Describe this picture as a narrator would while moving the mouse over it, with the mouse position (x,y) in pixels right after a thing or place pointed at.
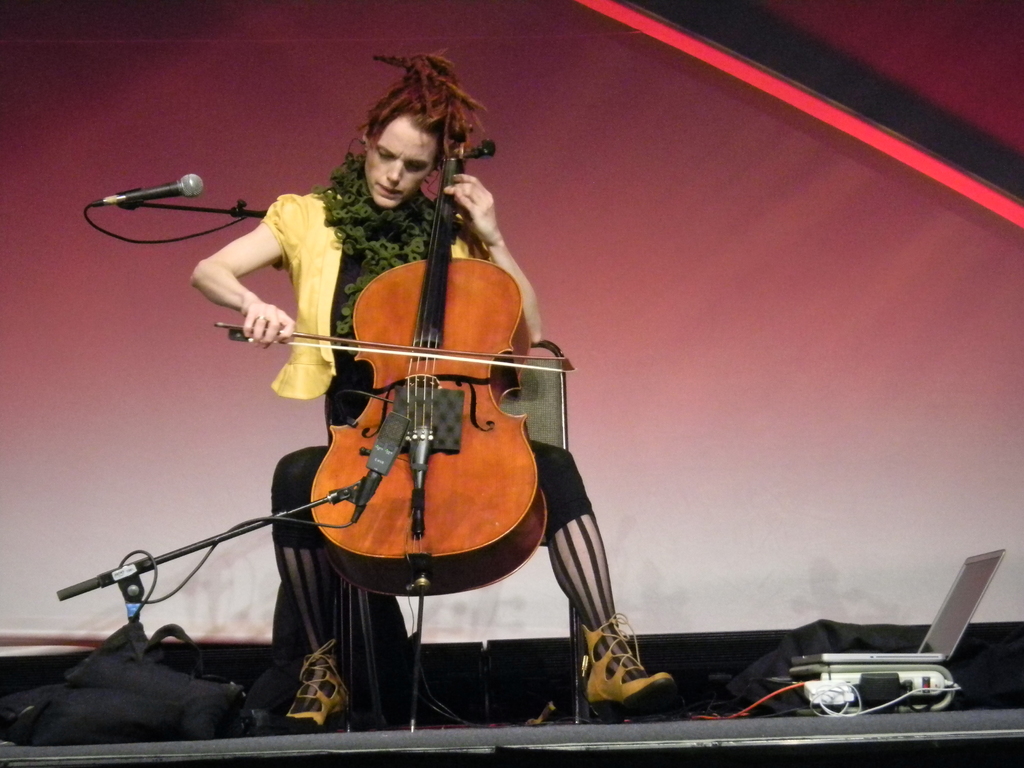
This image consists of a woman (545,459) playing cello (360,450). She is wearing a yellow dress (302,236). There are two mic (125,193) along with mic stands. At the bottom (884,736), there is a dais (730,738). To the right (894,656), there is a laptop (873,652). In the background (295,22), there is a banner (676,107).
